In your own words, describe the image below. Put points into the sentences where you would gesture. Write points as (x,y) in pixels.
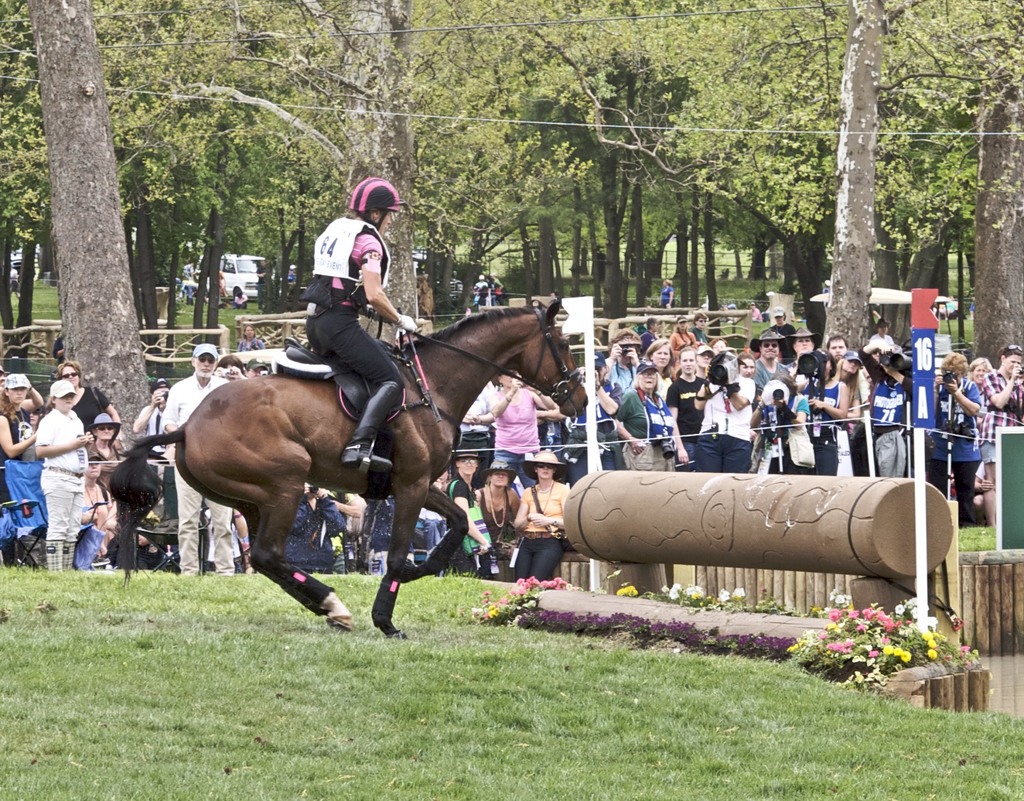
In this picture there is a man (377,243) who is riding a horse (276,415). At the bottom (246,751) we can see the grass (663,719), beside that we can see flowers (863,628) on the plant (866,643). On the right (694,372) we can see the group of persons (777,421) were standing near to the fencing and some people (940,403) holding camera (737,368). In the background (372,142) we can see vehicles (246,285), persons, fencing (544,298), trees (601,192), plants (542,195) and grass (704,273).
